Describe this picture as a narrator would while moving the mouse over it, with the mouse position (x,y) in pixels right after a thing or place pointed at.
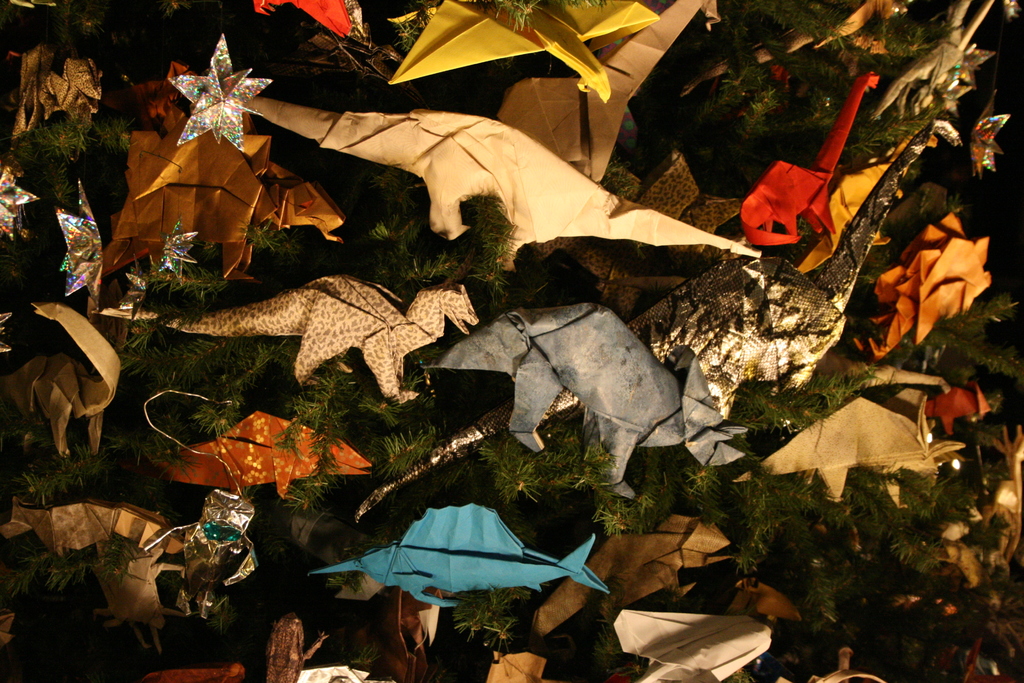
In this image we can see stars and paper toys (606,372) on a plant (158,457).
